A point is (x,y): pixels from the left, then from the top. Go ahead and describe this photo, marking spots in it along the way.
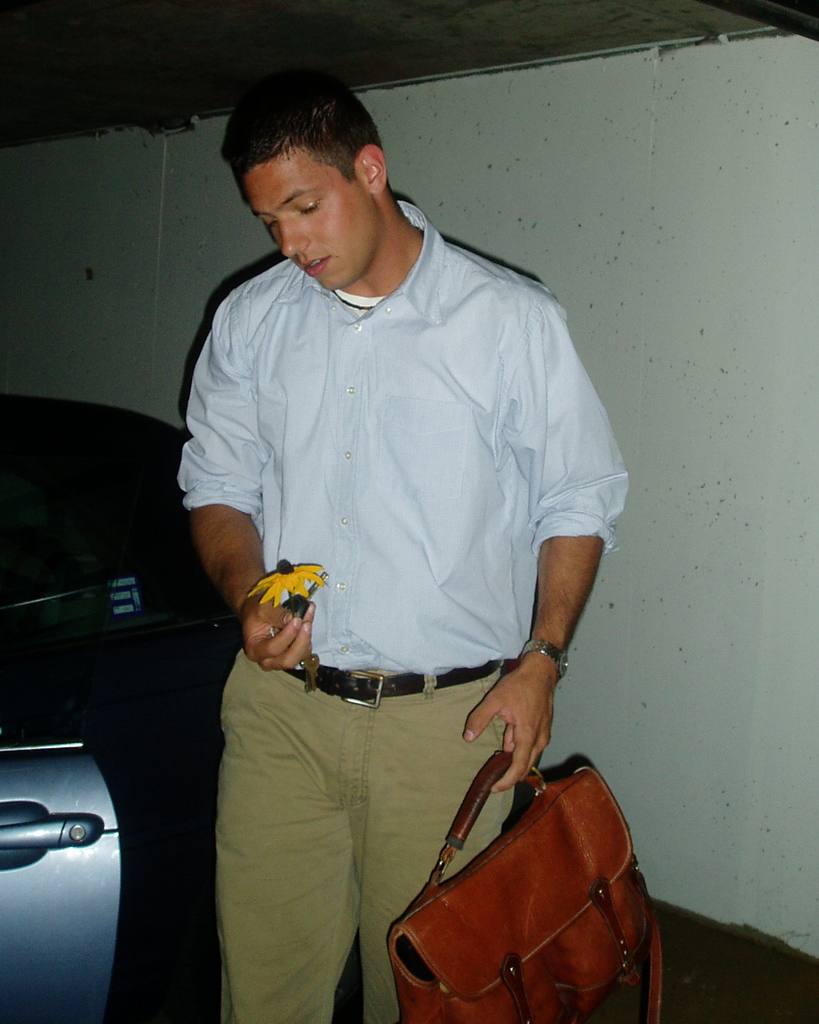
The person (415,476) wearing blue shirt (424,480) is holding a bag (504,868) in his left hand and a flower (280,594) in his right hand (273,619) and there is a blue car (130,781) beside him.
